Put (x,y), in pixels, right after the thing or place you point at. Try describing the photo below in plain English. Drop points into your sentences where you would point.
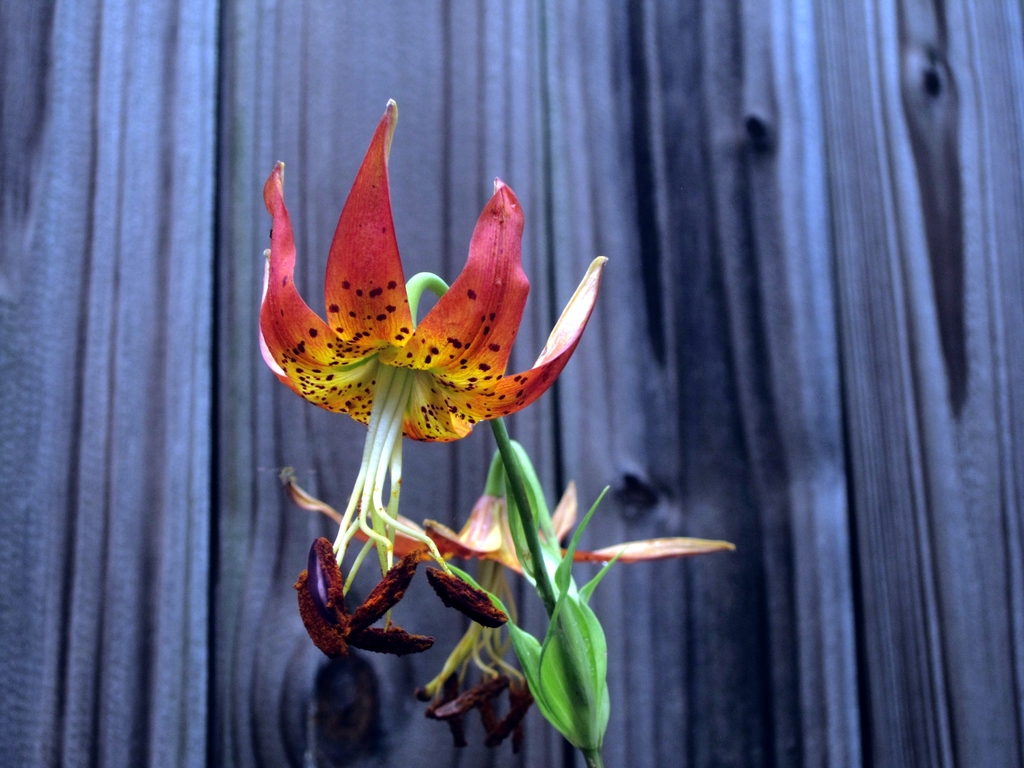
In this image in the foreground (469,612) there are some flowers (504,496), and in the background (208,328) there is a wall (435,142).
